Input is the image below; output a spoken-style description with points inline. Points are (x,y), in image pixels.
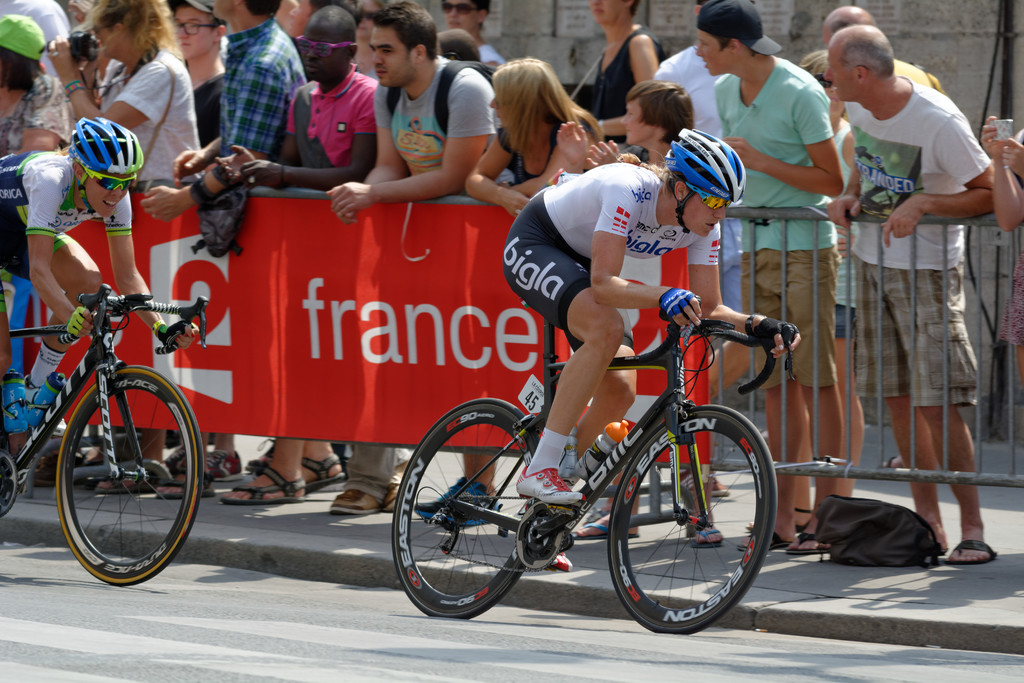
In this picture we can see two persons (570,249) wore helmet (91,138), goggles (713,208) riding bicycles (188,415) on road (220,634) and in background (261,69) we can see group of people (418,47) looking at them with fence (790,215), banner (382,330) to it.
